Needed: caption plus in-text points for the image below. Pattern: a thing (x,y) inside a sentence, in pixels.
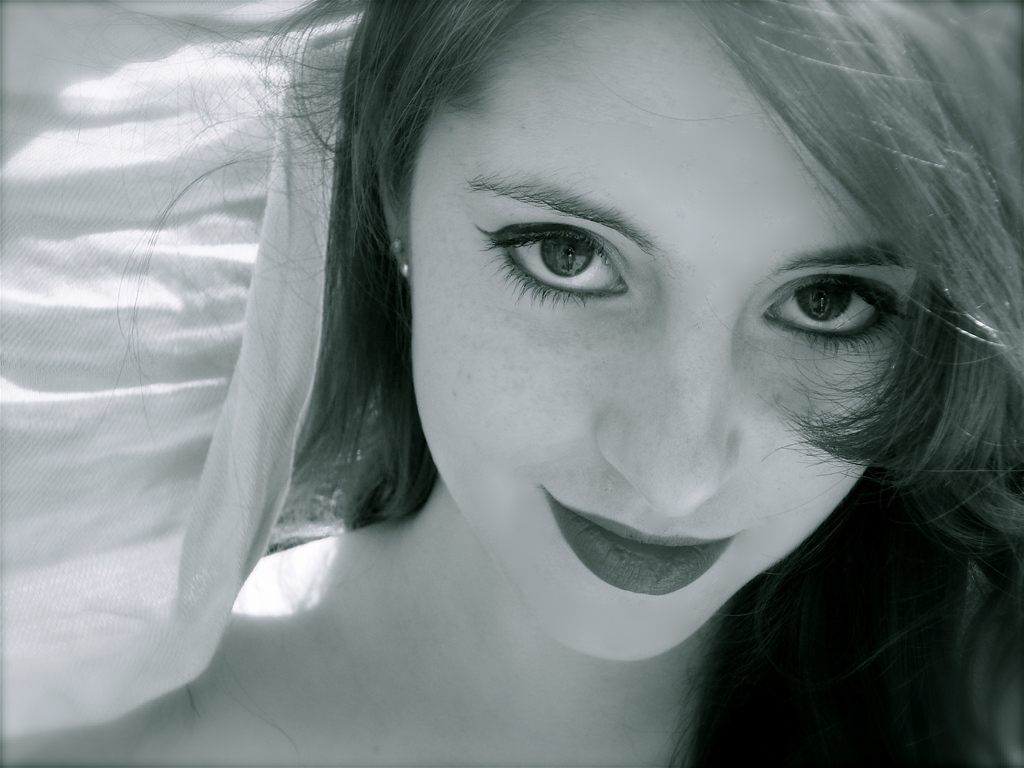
In this image I can see face (670,328) of a woman (464,348). I can also see this image is black and white in colour.
